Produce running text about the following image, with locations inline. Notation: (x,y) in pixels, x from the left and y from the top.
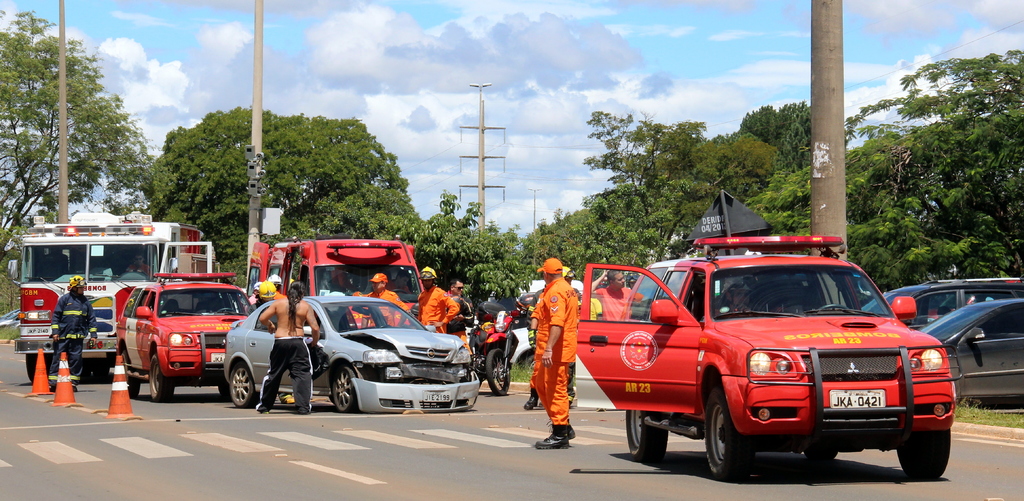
As we can see in the image there is a sky (595,48), clouds (433,57), trees (318,158) and few vehicles (484,317) on road (188,432) and there are few people (463,302) standing and traffic cone (125,391).
